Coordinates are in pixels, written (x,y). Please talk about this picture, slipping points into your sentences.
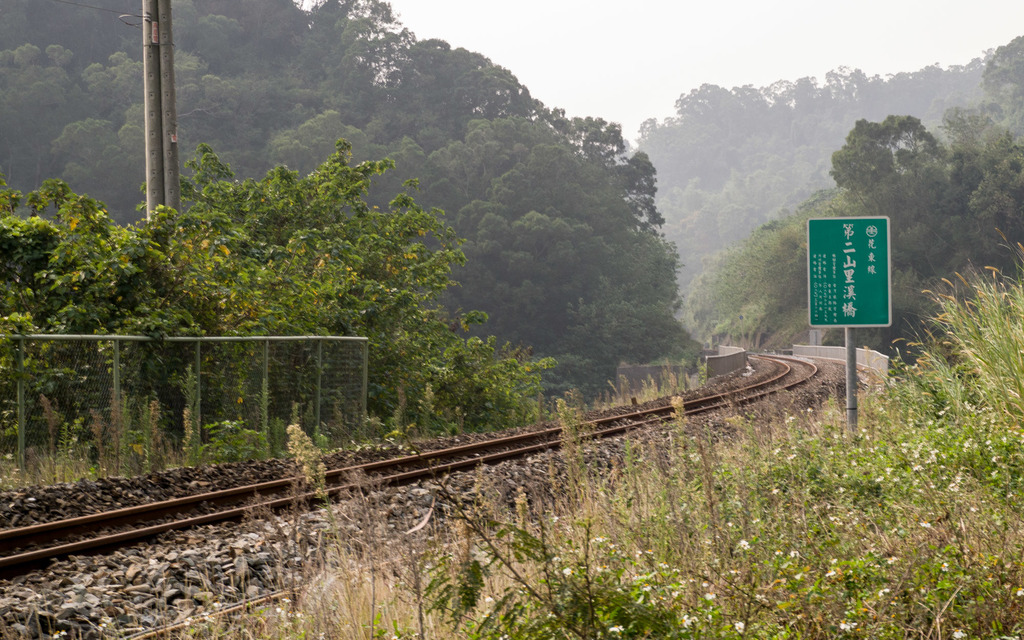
In this image I can see the track (397,486). To the right (850,322) there is a green color board (852,299). To the left (259,392) I can see the railing (259,392). In the background (574,244) there are many trees (659,183) and the sky (602,60).
